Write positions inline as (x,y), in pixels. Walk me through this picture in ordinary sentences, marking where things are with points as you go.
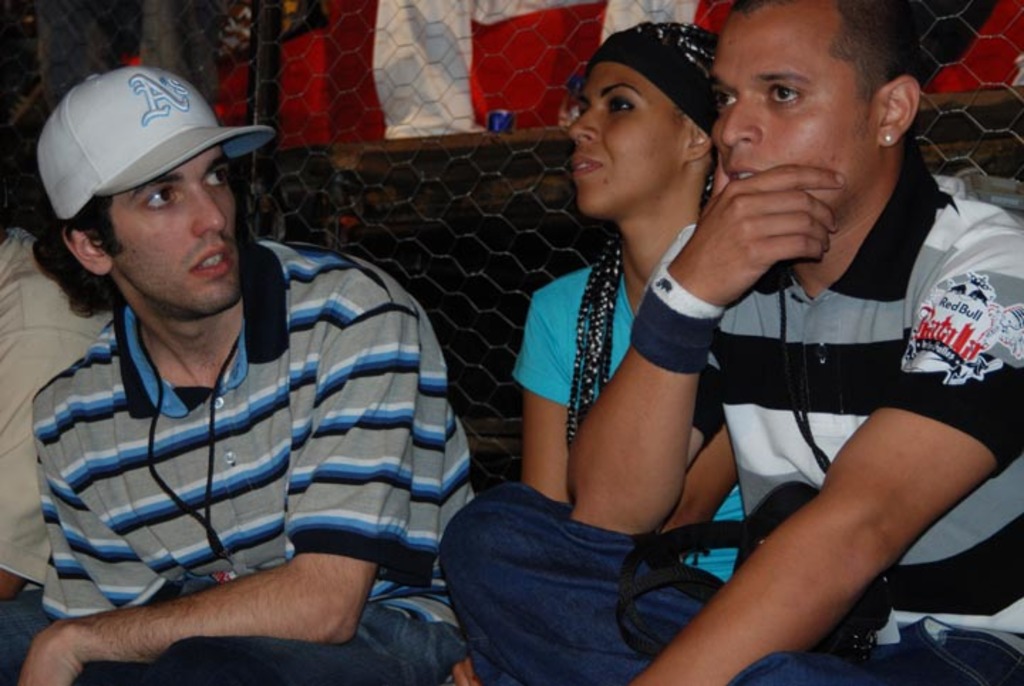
In this picture, we see two men (415,454) and a woman (570,405) are sitting on the bench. Behind them, we see a fence (481,198). Behind that, we see a sheet (455,94) in red and white color. The girl (617,355) in blue T-shirt (554,311) is looking to the left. This picture might be clicked in the dark.
